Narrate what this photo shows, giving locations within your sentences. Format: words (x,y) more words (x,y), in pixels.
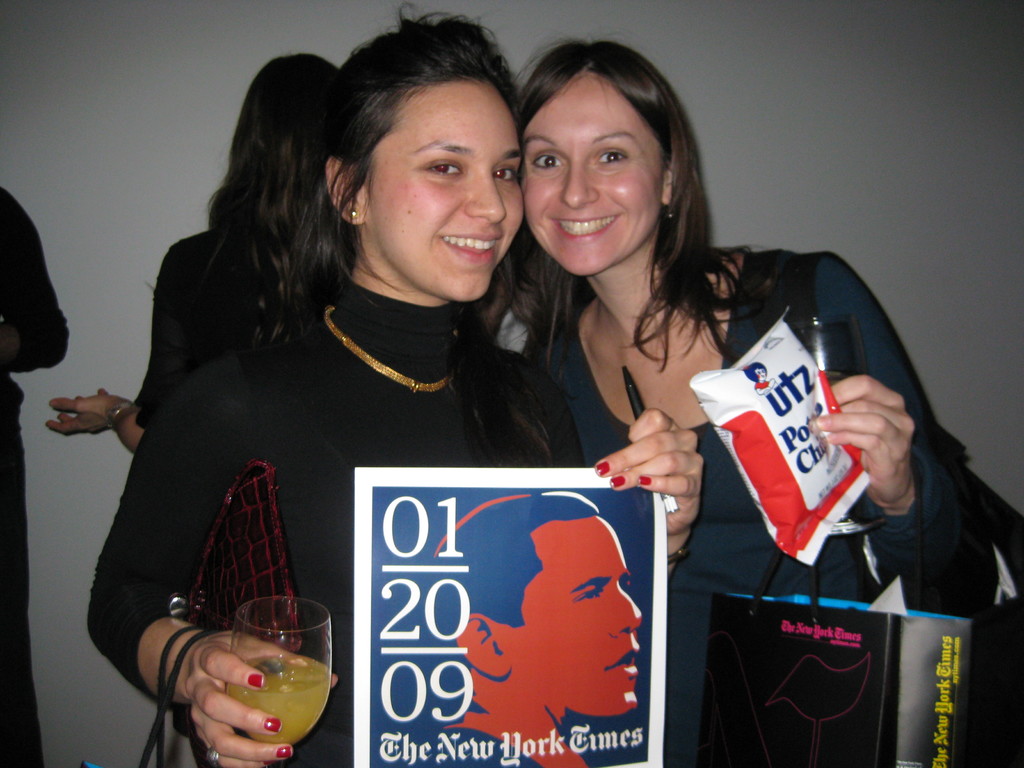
In this image I can see group of people (410,56). I can see two women (742,525) holding a packet (768,352) and a glass (263,625) in their hand (252,713). I can see smile on their faces (531,192).
